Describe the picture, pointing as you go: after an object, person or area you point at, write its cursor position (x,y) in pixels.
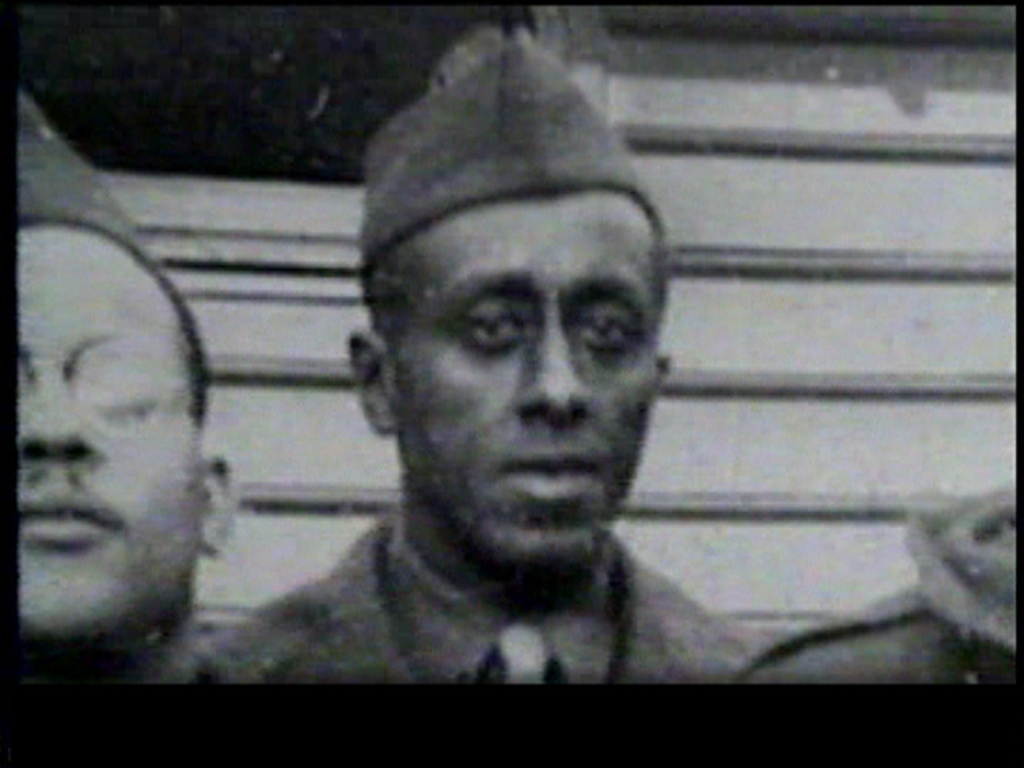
These image is a black and white image in which in center (390,316) there is a person (612,133) wearing a cap (455,81). At the left side of the image (36,145) there is a person (68,296) who is wearing spectacles (60,376).
